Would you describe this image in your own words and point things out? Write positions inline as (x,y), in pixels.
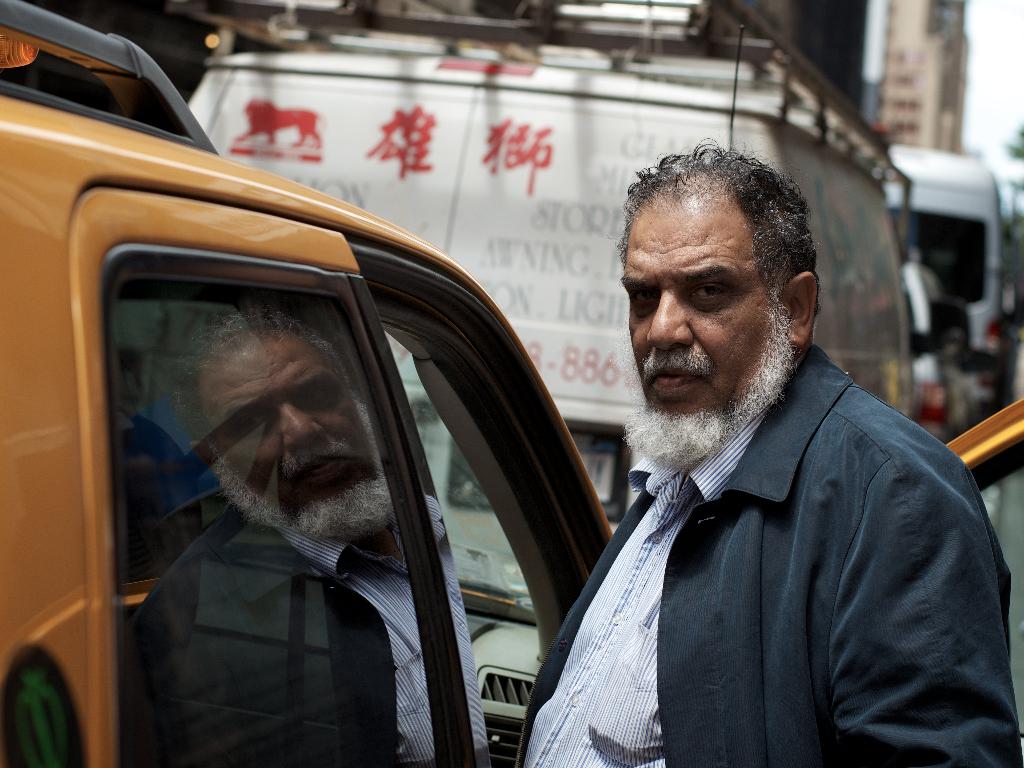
In this picture we can see the man (834,491) wearing navy blue jacket (835,494), standing in the front (801,610) and looking to the camera. Beside there is a yellow car (352,380). Behind we can see the van (654,114) on the road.
